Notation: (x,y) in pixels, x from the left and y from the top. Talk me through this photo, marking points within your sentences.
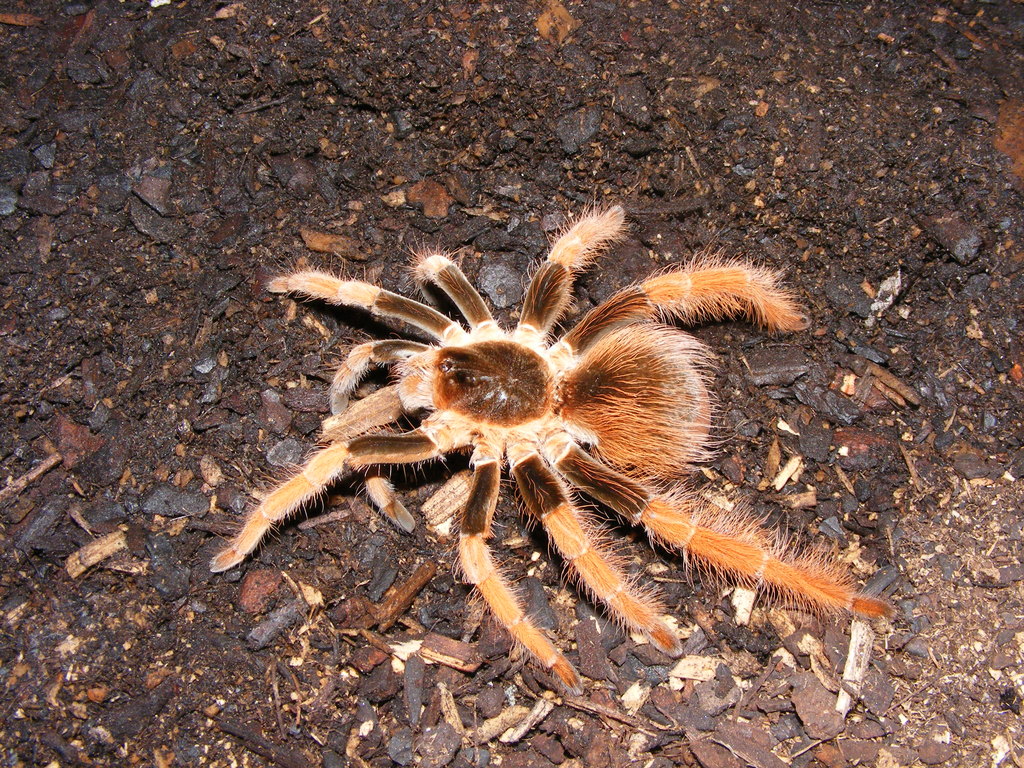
In the image there is an insect (456,378) on the ground (162,475) and around that insect (590,386) there is a lot dust (333,191) and many waste particles (727,401).
